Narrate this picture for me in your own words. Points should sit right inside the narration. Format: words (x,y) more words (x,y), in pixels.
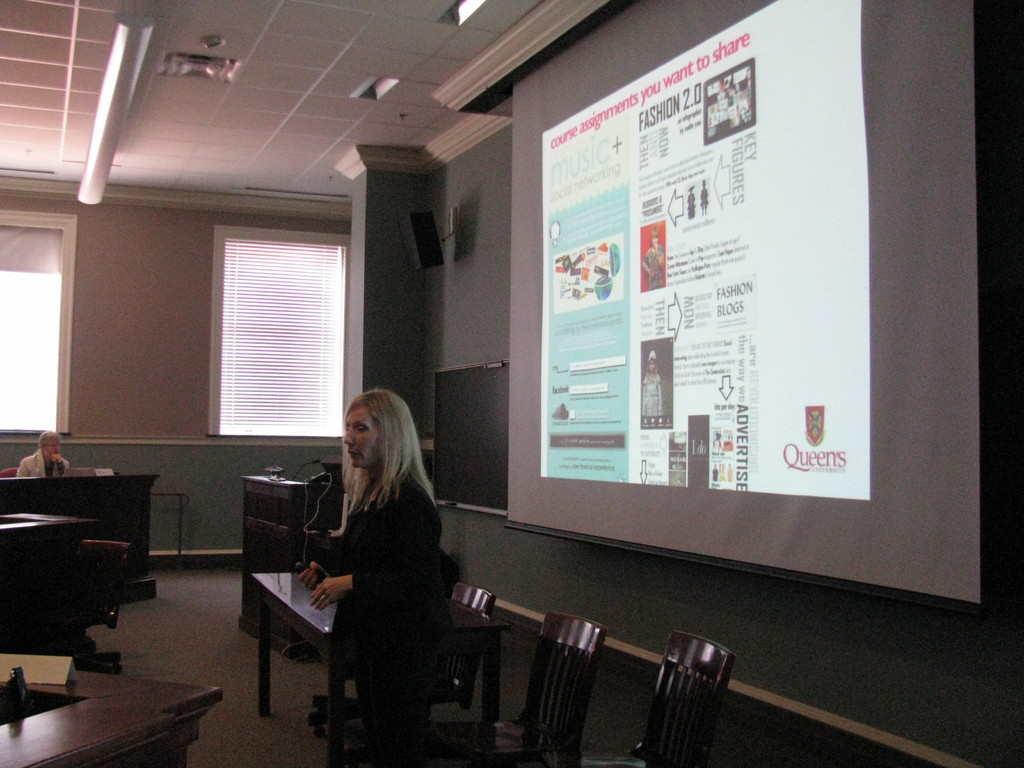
There is a woman (351,598) standing. There are chairs (481,608) and tables (293,581) beside her. In the back (870,661) there's a wall (831,629). On the wall (792,626) there is a screen (714,273). In the corner there is a speaker (436,251). In the background (277,321) there are windows (63,311). On the ceiling (172,84) there are lights (132,72). In the back (48,446) there is a person (51,445) sitting.
